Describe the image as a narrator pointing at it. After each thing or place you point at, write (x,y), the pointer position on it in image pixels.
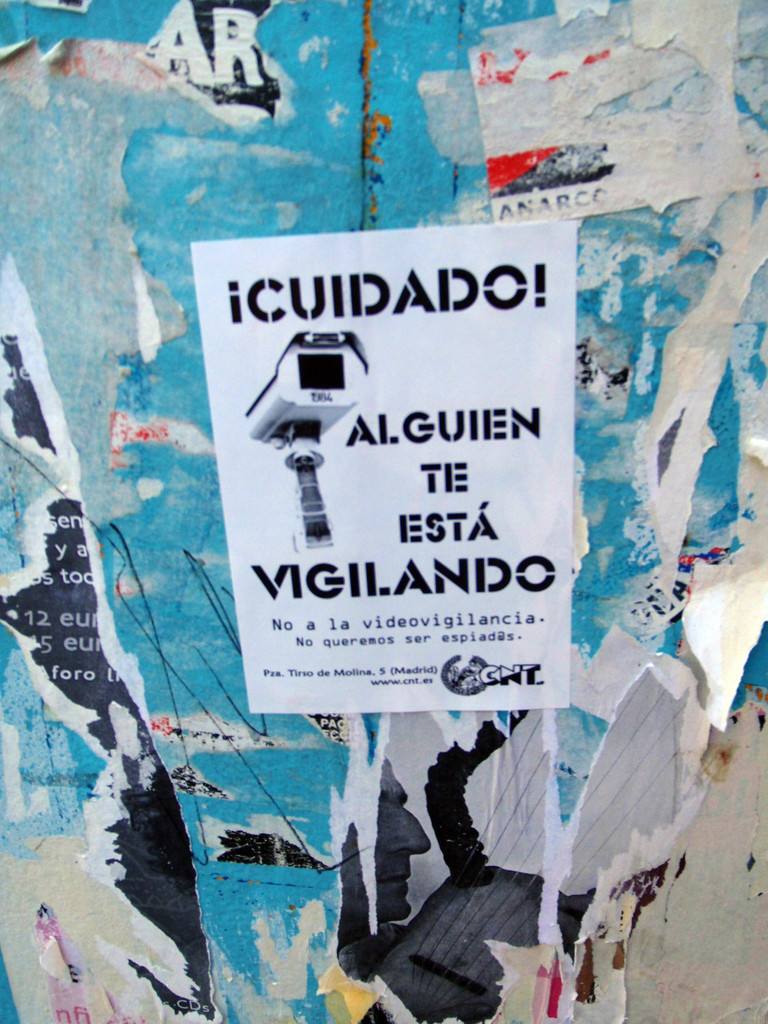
This is a zoomed in picture. In the foreground (735,777) there is a wall (703,931) and we can see there are some papers (557,56) attached to the wall (203,131), on the papers (242,743) we can see the picture (401,837) of a person (404,857) and a picture (315,399) of a camera (312,466) and some text (463,414) is printed on the papers (116,711).
